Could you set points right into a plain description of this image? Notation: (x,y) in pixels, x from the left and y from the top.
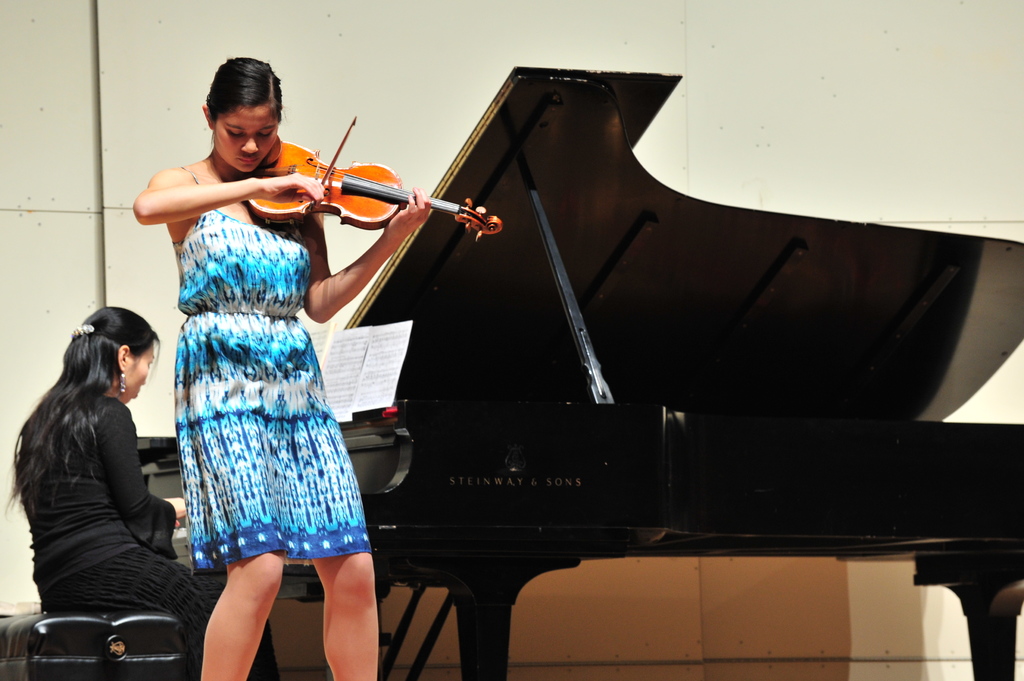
In this image there is a woman (235,600) standing is wearing a blue dress (332,474) is holding and playing a violin (393,193). At the left side (266,648) there is a woman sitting in black dress (190,674) is playing a piano (163,463) before her.
